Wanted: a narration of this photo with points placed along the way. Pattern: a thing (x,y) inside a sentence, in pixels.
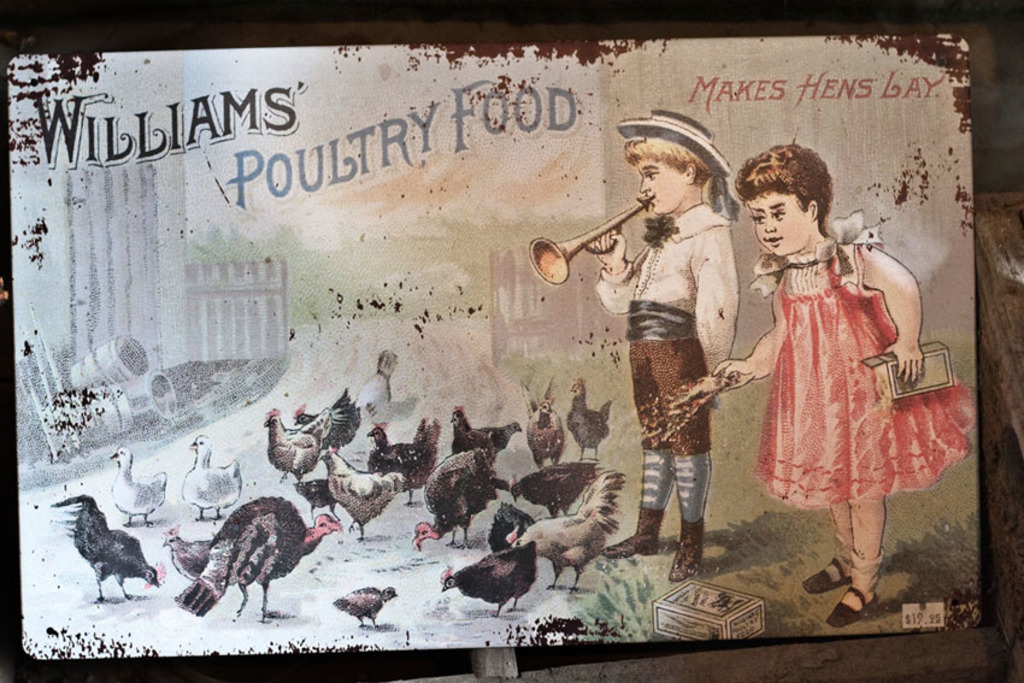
In this image I can see a board (563,492) with some painting (616,398) on it.
